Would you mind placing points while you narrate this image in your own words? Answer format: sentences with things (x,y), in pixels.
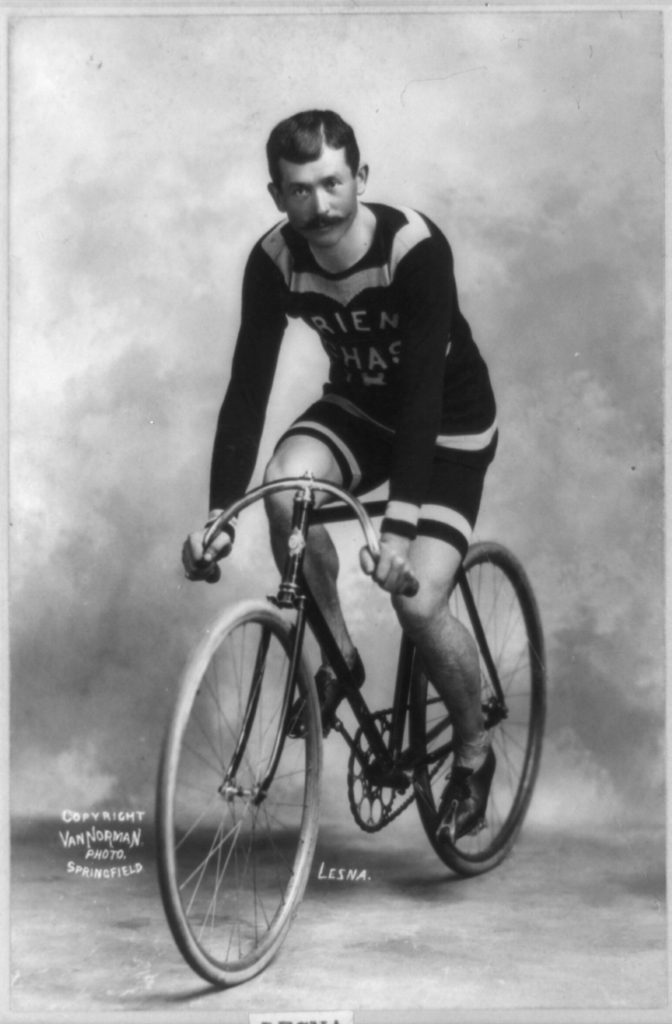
A person (419,427) is sitting on a bicycle (332,657) he is wearing a t-shirt (444,355) and shorts (468,537). The cycle (277,927) having two wheels (313,787) and pedals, the person (342,240) having a moustache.
